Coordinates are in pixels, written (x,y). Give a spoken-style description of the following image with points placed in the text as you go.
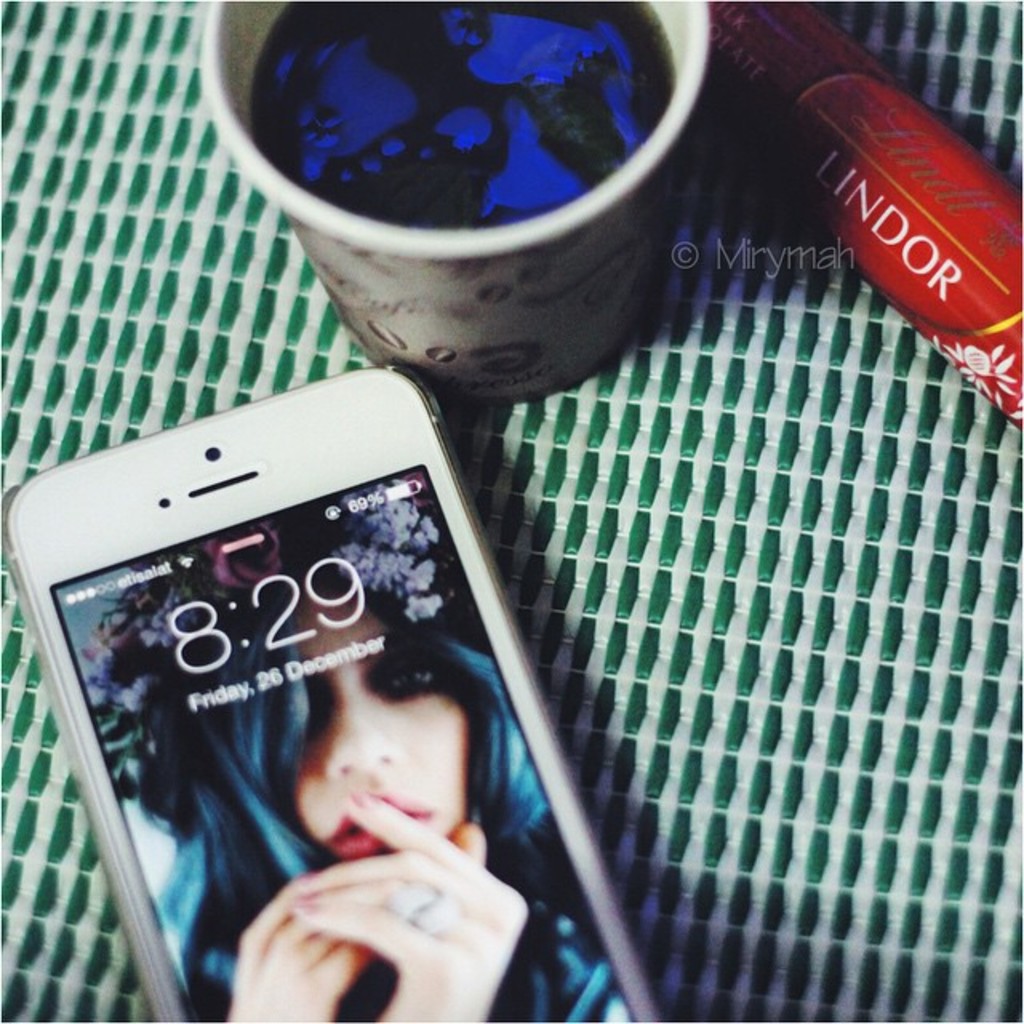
In this image we can see a mobile (433,899), here is the screen (267,761), beside here is the glass (457,267), and some liquid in it, it is in blue color, here is some object (950,300) in red color.
